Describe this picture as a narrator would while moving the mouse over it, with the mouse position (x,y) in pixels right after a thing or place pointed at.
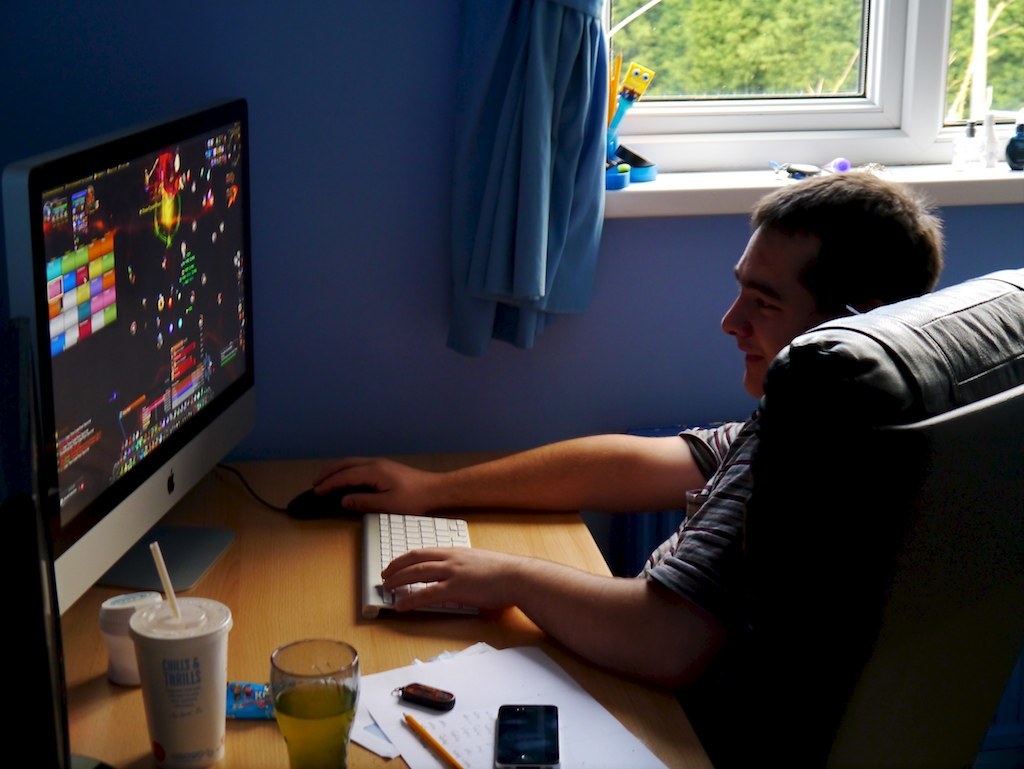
In this image there is a man (764,288) who is sitting in the chair (865,417) and playing the game (140,318) in the computer (150,352). There is a table (532,547) in front of him on which there is key board (403,522), cup (157,646), glass (312,737), paper (457,731) and pen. Beside the man (739,444) there is wall (307,115), window (777,79) and the curtain (556,134).
